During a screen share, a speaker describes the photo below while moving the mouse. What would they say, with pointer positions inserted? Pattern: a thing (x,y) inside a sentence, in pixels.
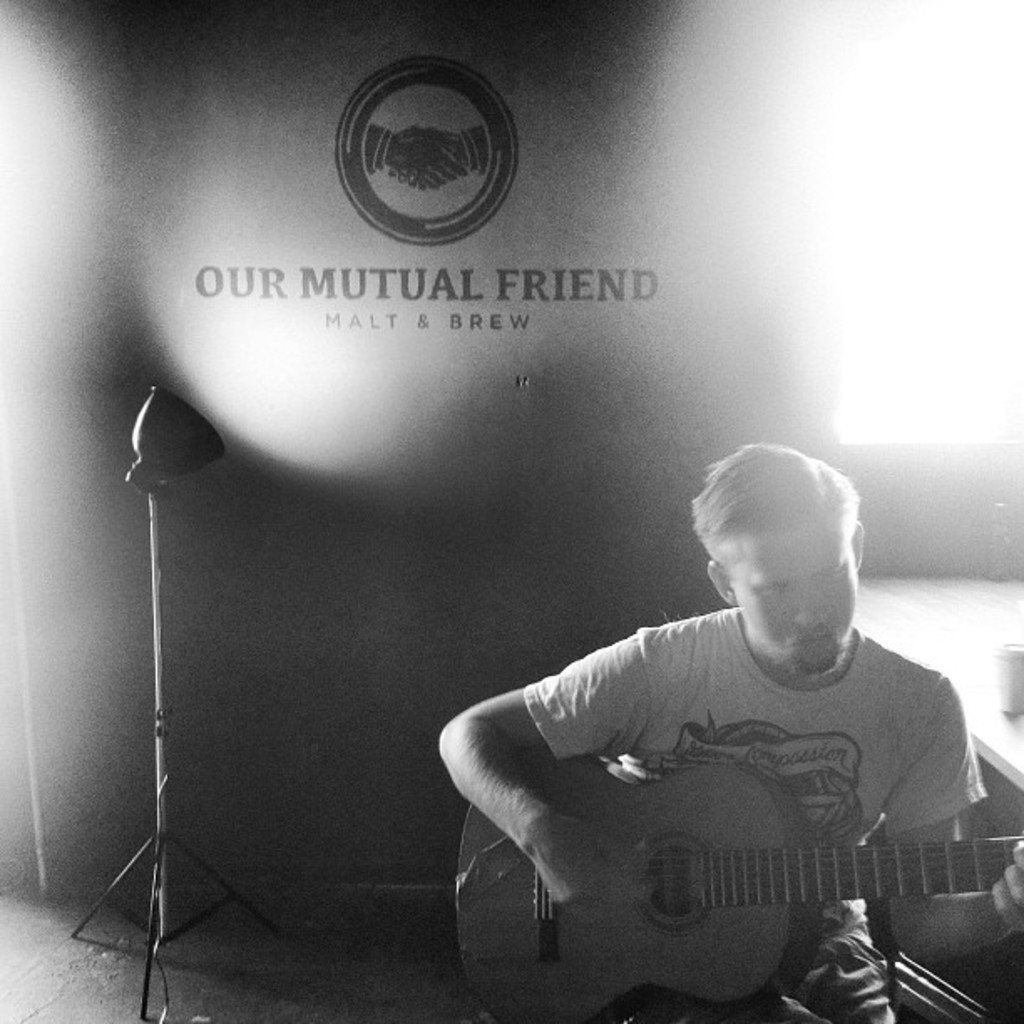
This looks like a black and white image. I can see a man (720,548) sitting and playing guitar (731,896). This is a lamp (165,461) with a lamp stand (157,871). This is a wall (395,303) with some logo (442,149) and name (603,280) on it. At the right corner of the image (951,639) I can see a small table (964,650) with some object (1007,659) on it.
